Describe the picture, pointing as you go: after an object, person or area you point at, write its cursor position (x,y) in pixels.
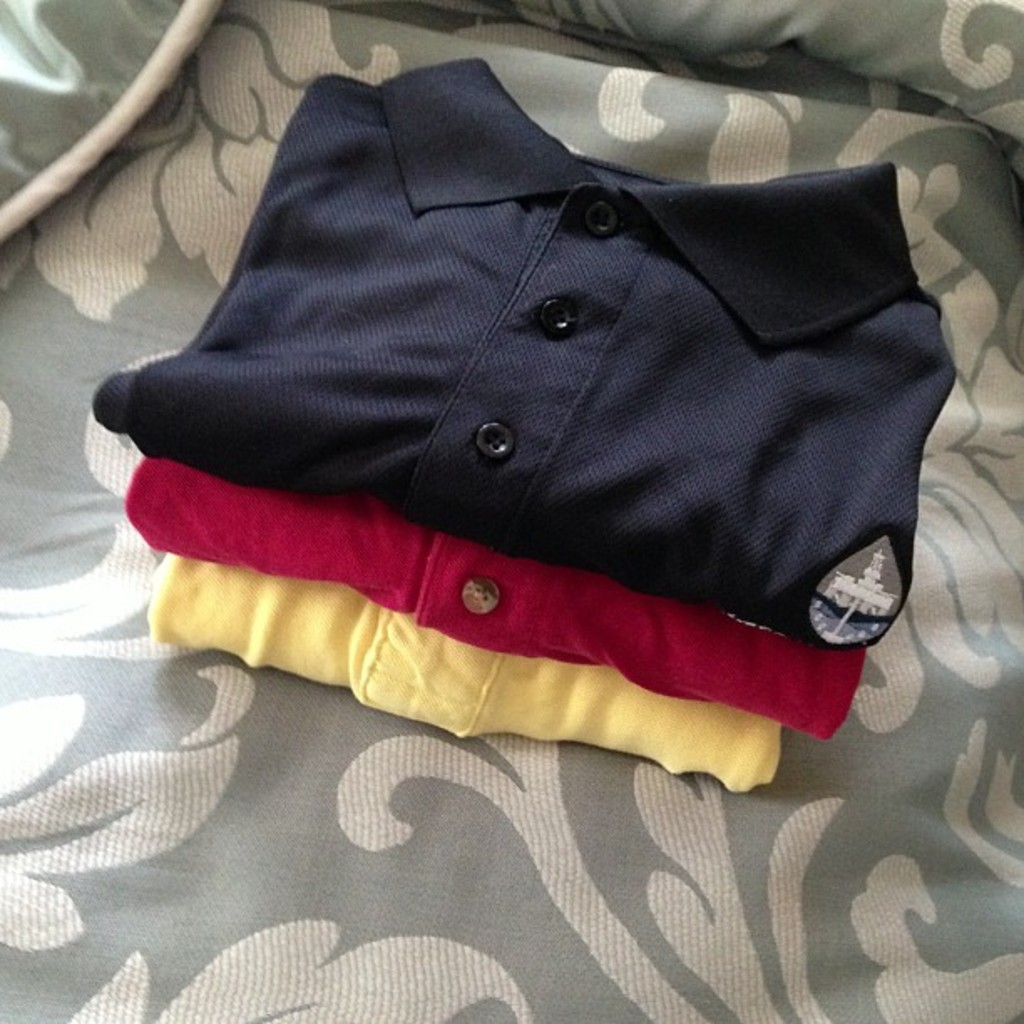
In this picture I can see polo t-shirts (562,491) and I can see cloth (652,121) in the background (672,3).
